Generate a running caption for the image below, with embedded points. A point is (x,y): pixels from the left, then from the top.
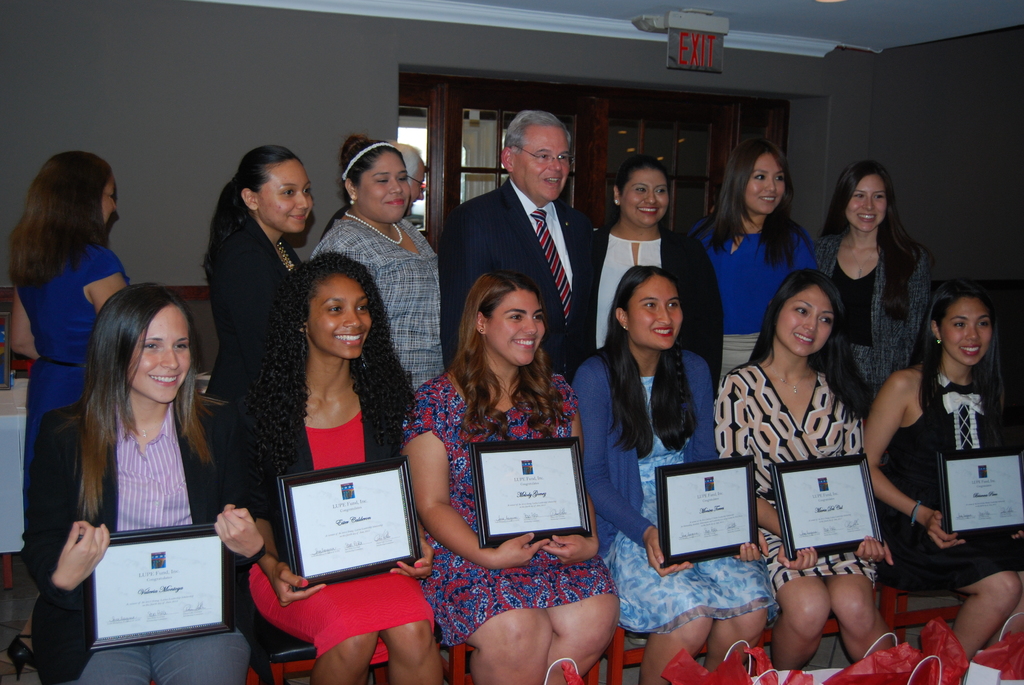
In this image there are people (456,418) sitting and holding objects (219,556), there are persons (451,223) standing and smiling, there is a wall (235,92), there is an exit board (676,53) attached to the roof (822,19), there are windows (482,144), there are bags (913,672) truncated towards the right of the image (950,660), there are objects (15,494) truncated towards the left of the image (20,463).
